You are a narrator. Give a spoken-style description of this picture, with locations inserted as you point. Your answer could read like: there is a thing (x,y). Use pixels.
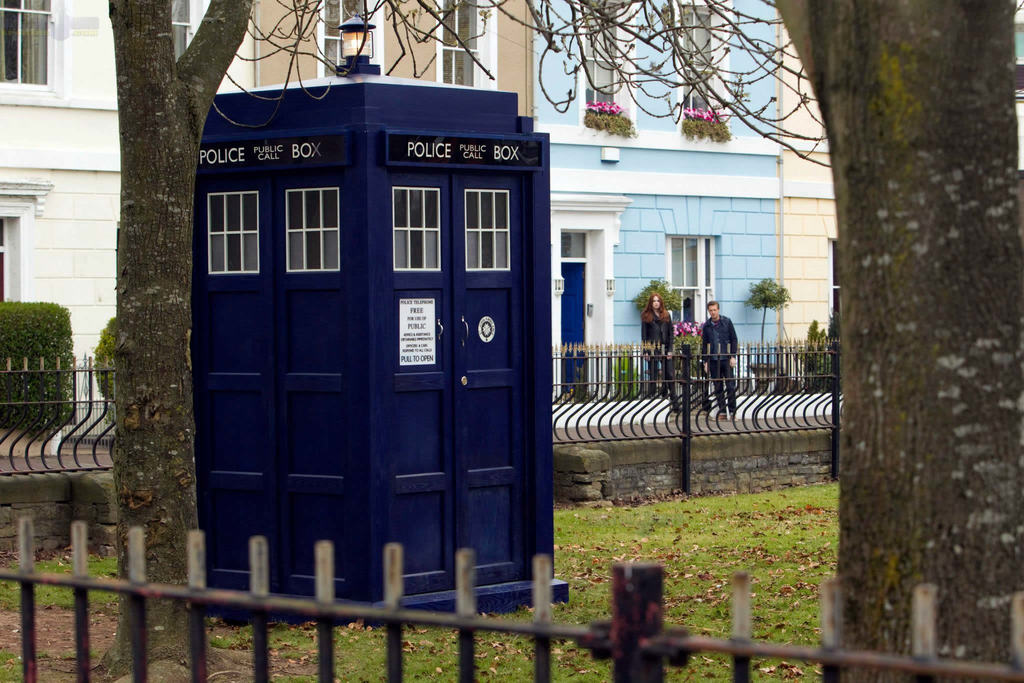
In the foreground of the picture (132,332) there are trees (117,659), dry leaves (499,646), glass (713,672), railing (654,672) and a small room (267,374) with blue doors (467,301). In the background (729,114) there are houses (733,224), people (706,328), plants (831,335), railing (826,350), flowers (597,103), windows (685,274), doors (578,295) and other objects (760,373).
